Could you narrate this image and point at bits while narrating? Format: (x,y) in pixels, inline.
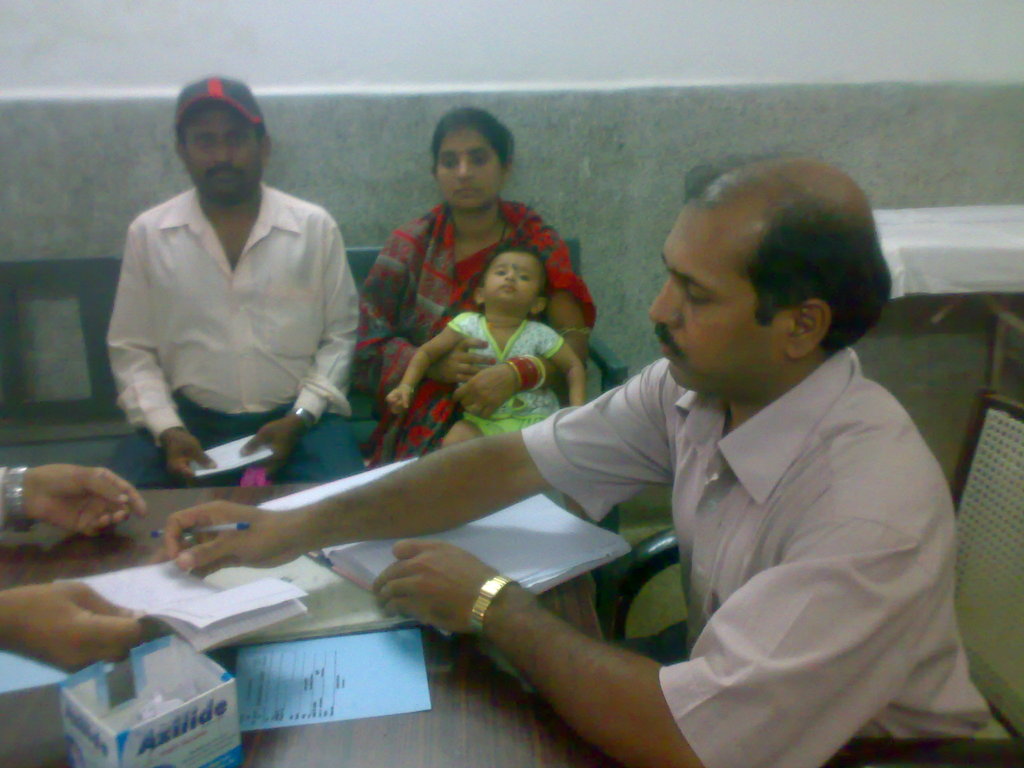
A man (808,457) is sitting on the chair (1018,599), a couple (346,333) is sitting on the bench (98,349), here there is a child (526,335), this is wall (704,118). Here there is paper (312,652) and book (531,545) is present on the table (465,716), this is pen (231,524).
